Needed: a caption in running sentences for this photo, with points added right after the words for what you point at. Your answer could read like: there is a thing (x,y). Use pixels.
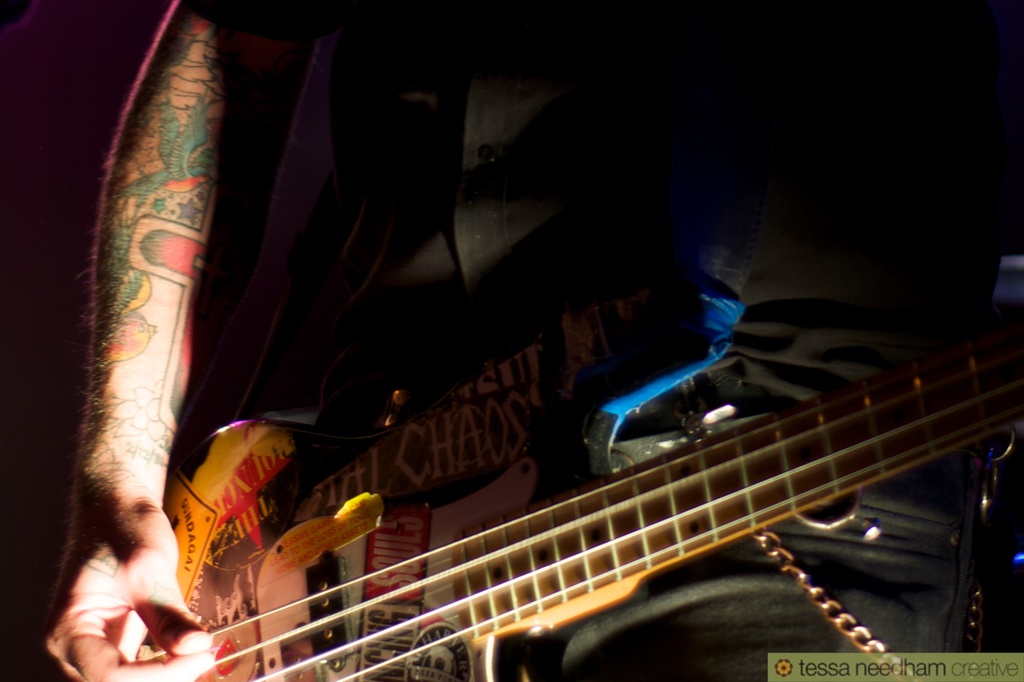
In this picture we can see the hands (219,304) of the man's (548,248) holding a guitar (295,418).
